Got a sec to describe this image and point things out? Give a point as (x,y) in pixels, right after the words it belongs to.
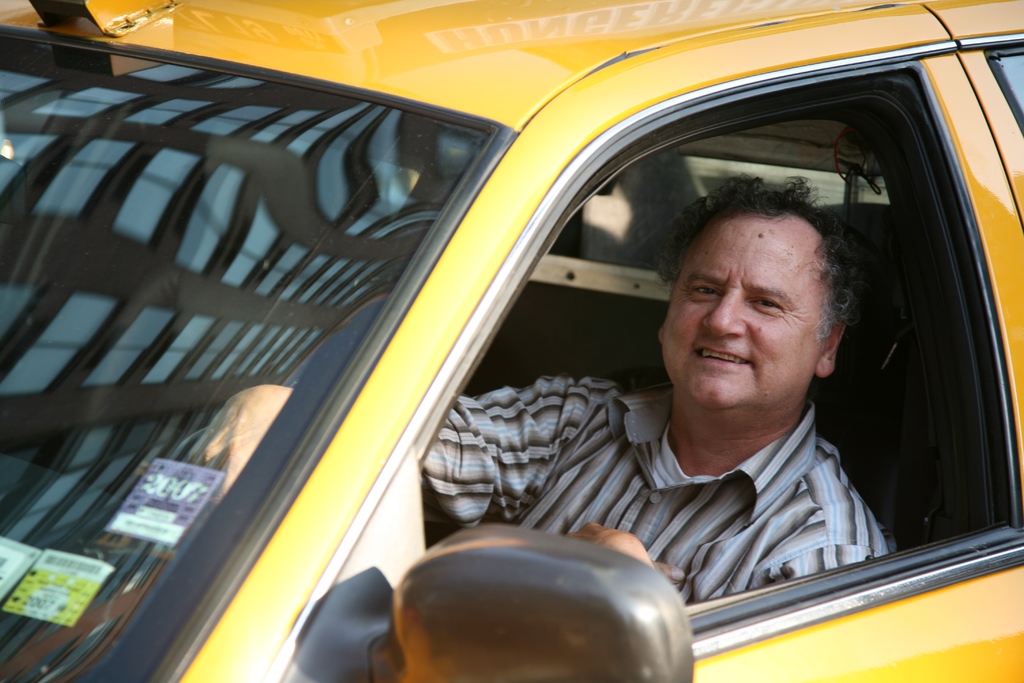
In this picture we can see vehicle (405,334), inside the vehicle (651,276) there is a person (688,417) sitting.
